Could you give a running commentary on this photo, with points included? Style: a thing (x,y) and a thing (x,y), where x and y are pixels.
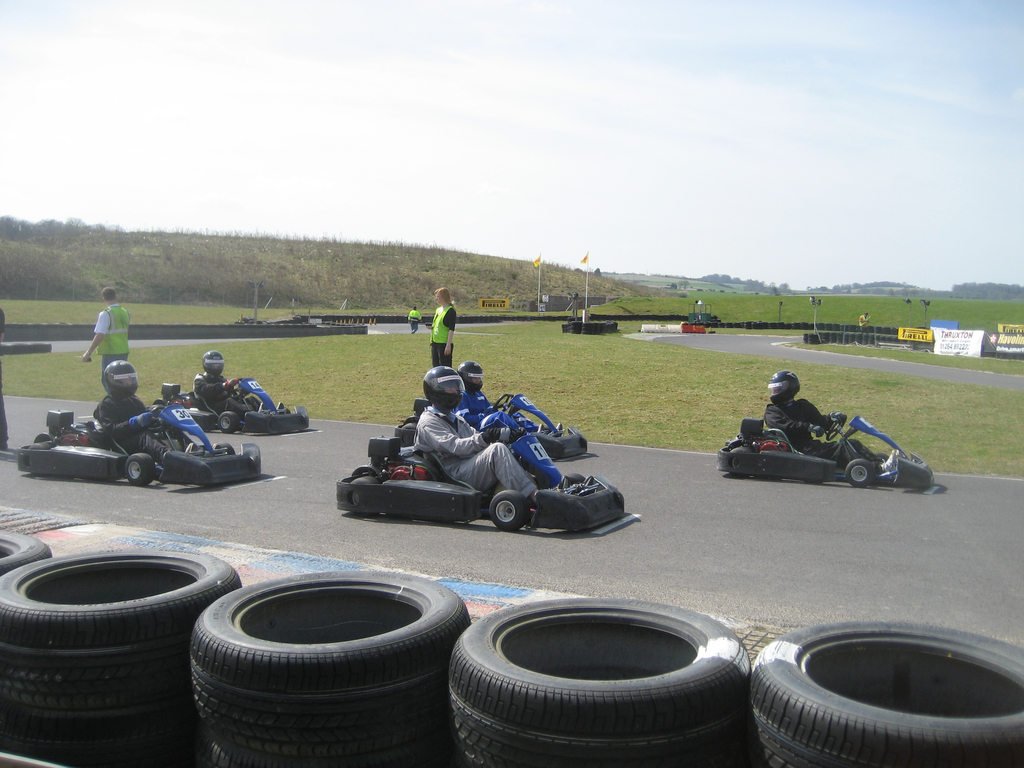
In this picture we can see group of people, few are riding vehicles (741,462) on the track (658,542) and few are standing on the grass (595,354), in the background (966,331) we can see few hoardings (966,331), poles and trees (56,224), at the bottom of the image (544,709) we can see tyres (627,638).
